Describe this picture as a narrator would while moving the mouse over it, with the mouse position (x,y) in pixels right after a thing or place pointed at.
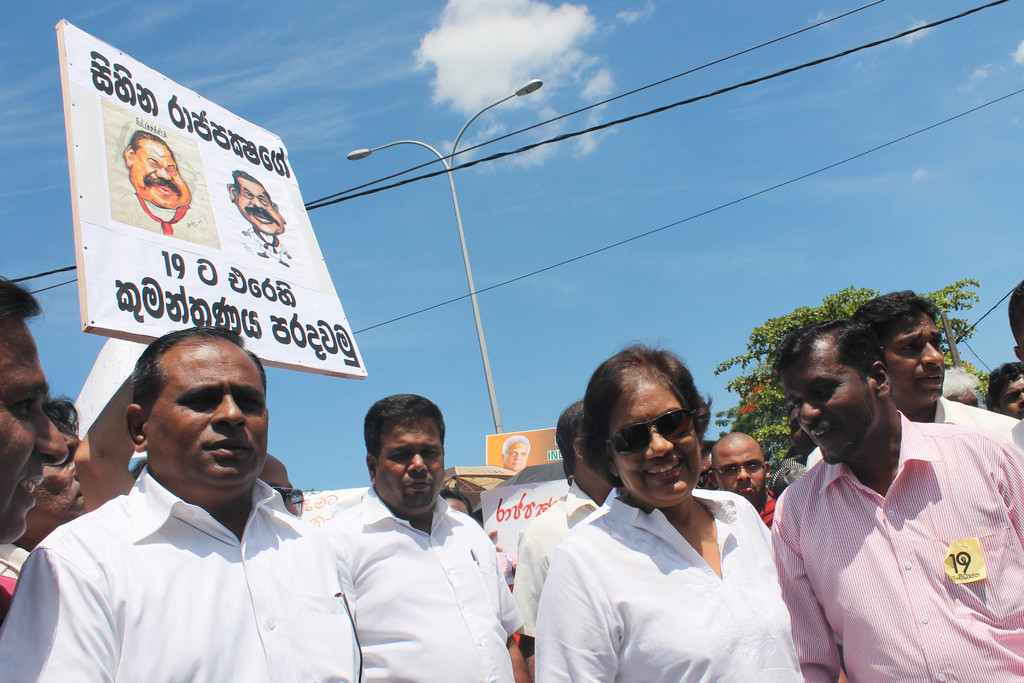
In this image we can see men (998,500) are standing and protesting by holding banners (515,488). We can see poles (449,159), wires (465,296), trees (820,309) and the sky (585,125) in the background (357,177).
